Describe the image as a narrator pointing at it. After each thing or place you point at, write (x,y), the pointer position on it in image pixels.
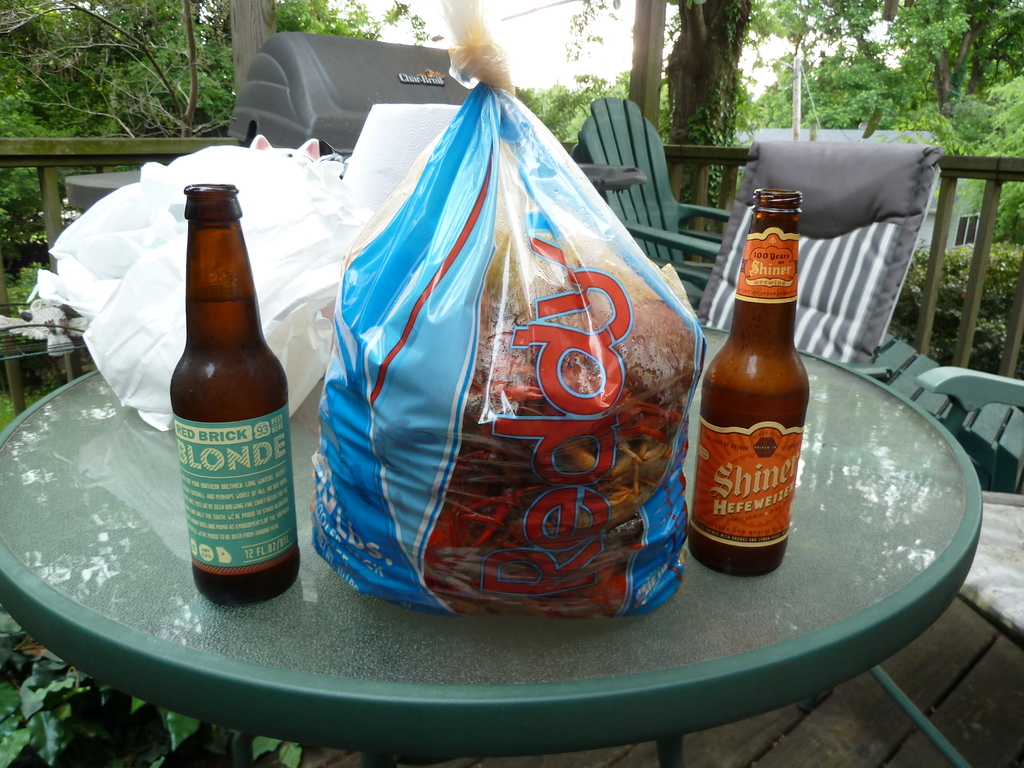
In this image I can see few chairs (856,237) and a table (384,654). On this table (869,441) I can see few bottles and few carry bags (457,310). In the background (95,49) I can see number of trees (862,38).
